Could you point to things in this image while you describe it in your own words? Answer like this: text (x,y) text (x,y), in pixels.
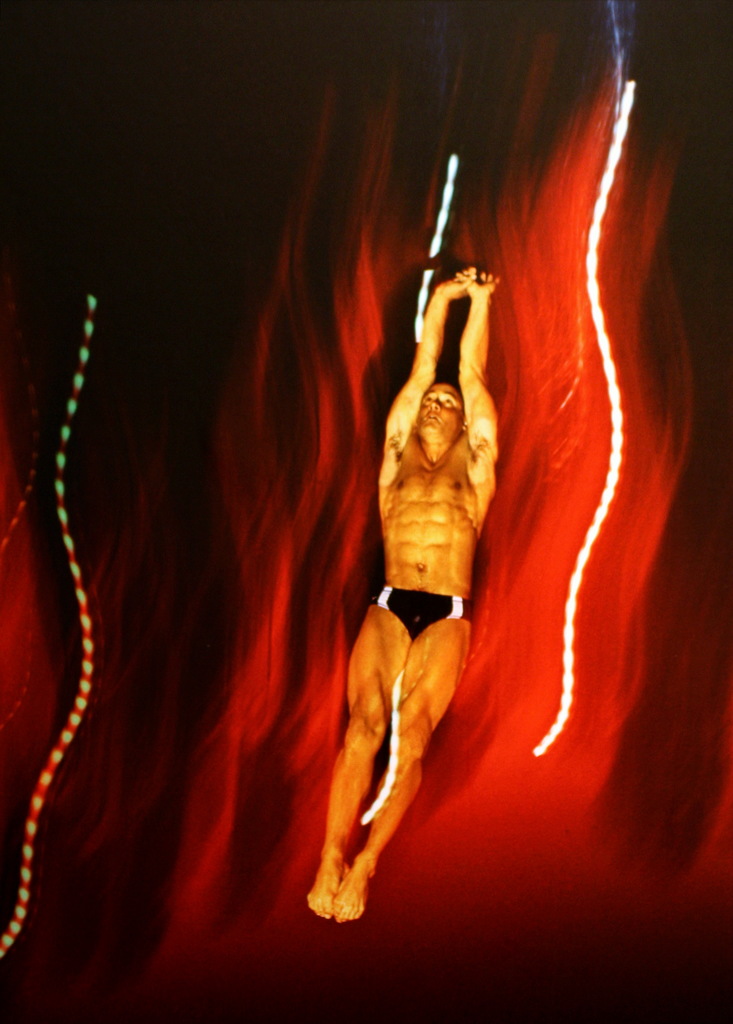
In this image the background (160,818) is red in color. On the left (57,764) and right sides of the image there are two light trails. In the middle of the image (361,650) a man (379,829) is raising his hands (486,291).
